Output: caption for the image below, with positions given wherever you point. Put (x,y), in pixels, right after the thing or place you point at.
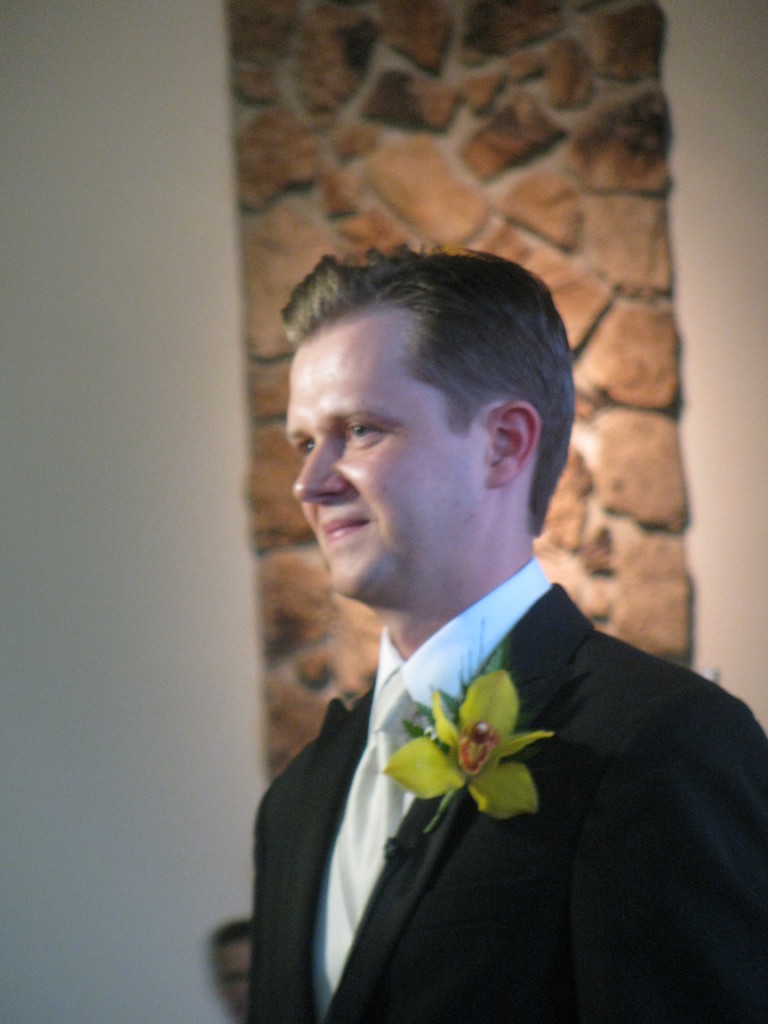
In this image we can see one person (536,865) with suit (468,799) standing and flower (503,747) attached to the black coat (263,952). There is one man (215,962) sitting near to the white wall (199,243) and the wall (699,169) is decorated with stones (471,88).
